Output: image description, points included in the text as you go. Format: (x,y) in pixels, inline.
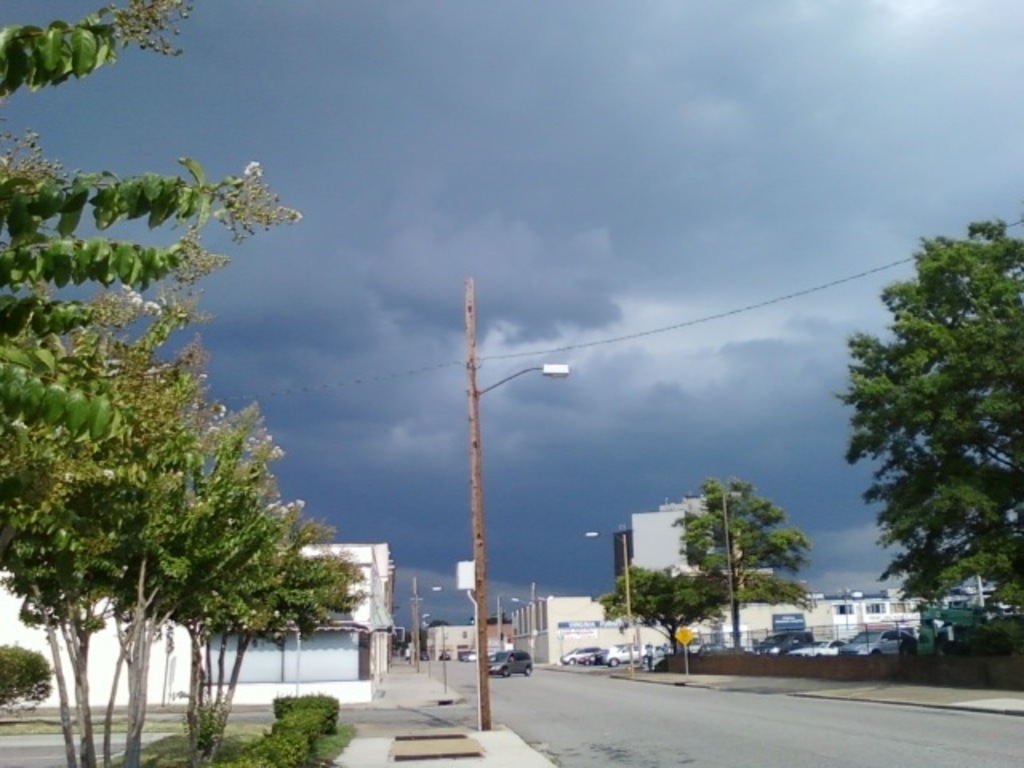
In the center of the image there is a road (582,673) on which there are vehicles (626,649). To the both sides of the image there are trees (232,599), buildings (459,638), light poles (468,360). At the top of the image (568,120) there is sky (583,149) and clouds (534,276).
